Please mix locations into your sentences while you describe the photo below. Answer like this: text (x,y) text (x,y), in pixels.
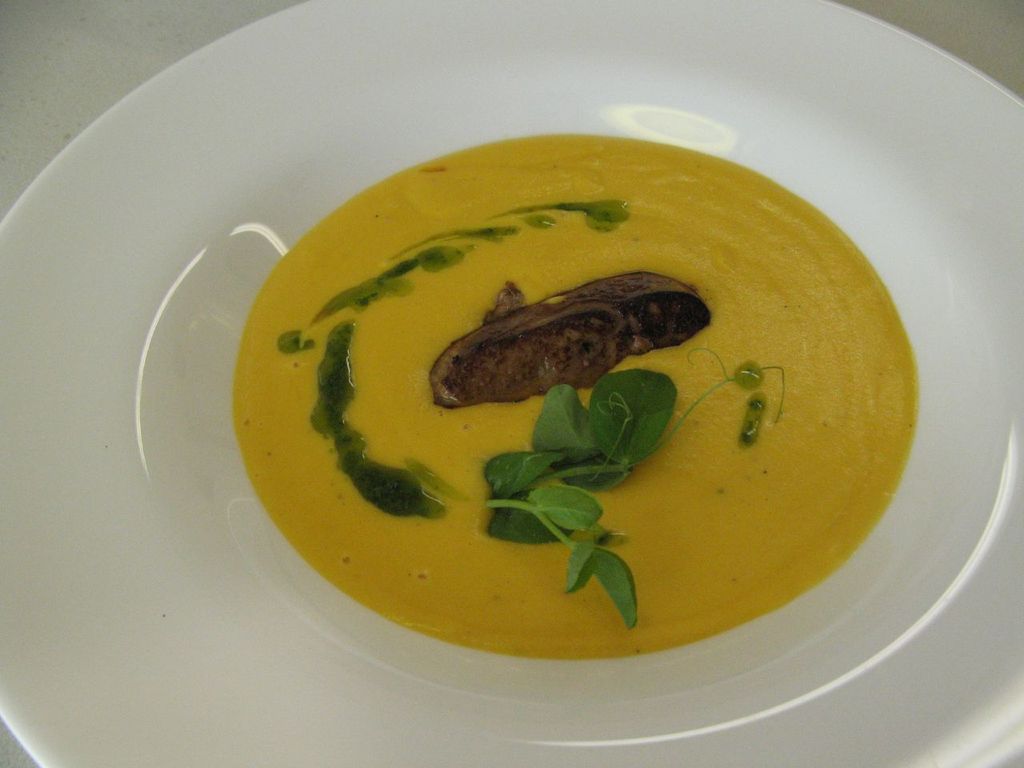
In this image there is a soup (405,305) in the plate (678,692) which is placed on the table (80,35).
